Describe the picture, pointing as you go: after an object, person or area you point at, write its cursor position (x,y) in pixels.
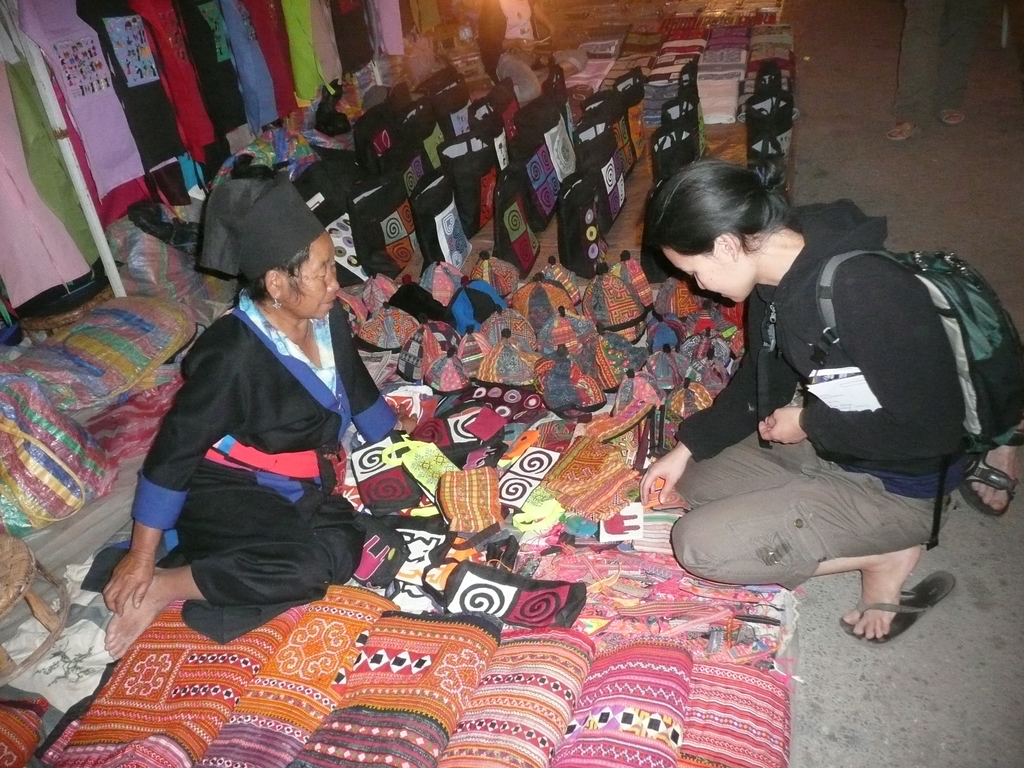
Here in this picture we can see two women (194,358) present over a place and the woman (345,418) on the left side (258,381) is wearing some kind of traditional clothes (247,368) and we can see she is selling something is present over there and in front of her we can see another woman (861,298) carrying a bag (950,301) seeing the things (623,497) present over there.
